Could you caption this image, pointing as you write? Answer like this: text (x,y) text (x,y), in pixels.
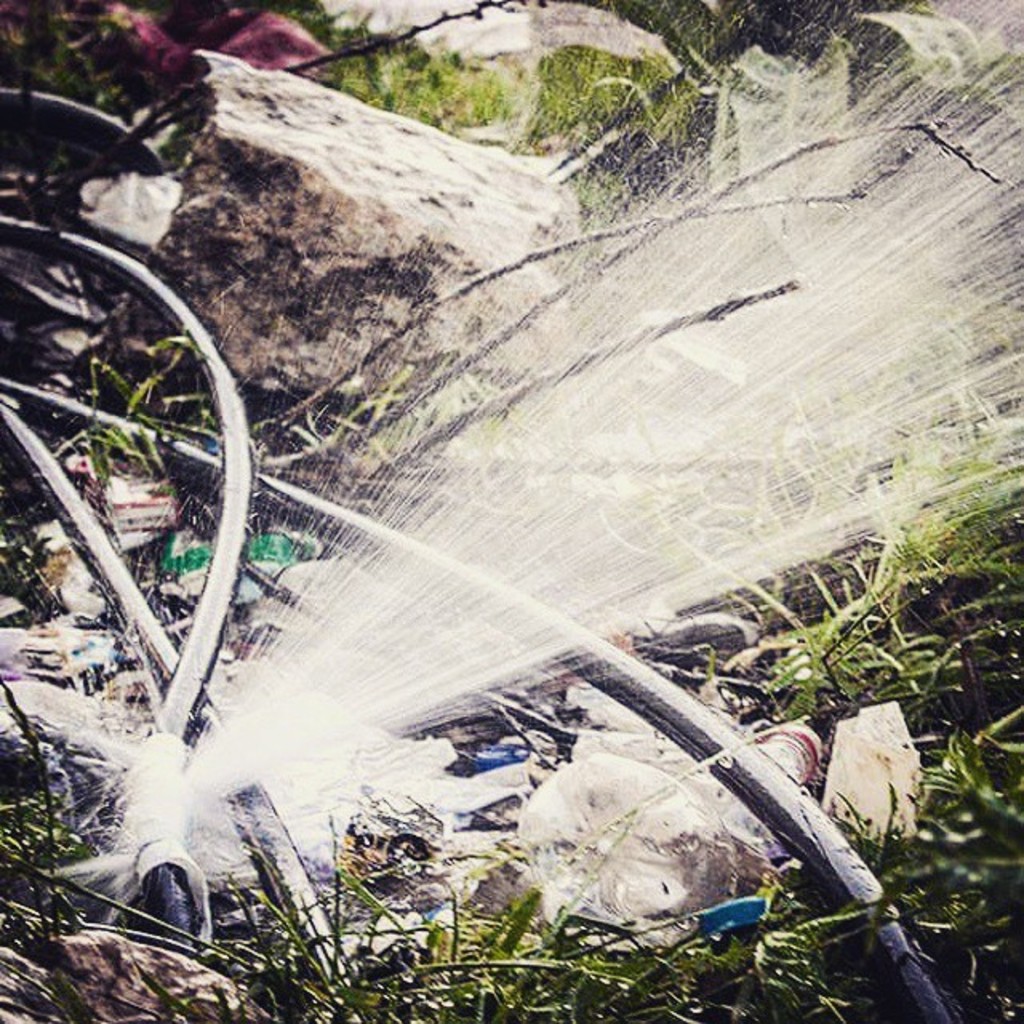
In this image we can see pipes (30,447). And one pipe (171,777) is broken and water (195,784) is leaking from that. Also there are plants (842,674) and few items (664,785). In the back (428,240) there is a stone (370,199). And it is looking blur.
